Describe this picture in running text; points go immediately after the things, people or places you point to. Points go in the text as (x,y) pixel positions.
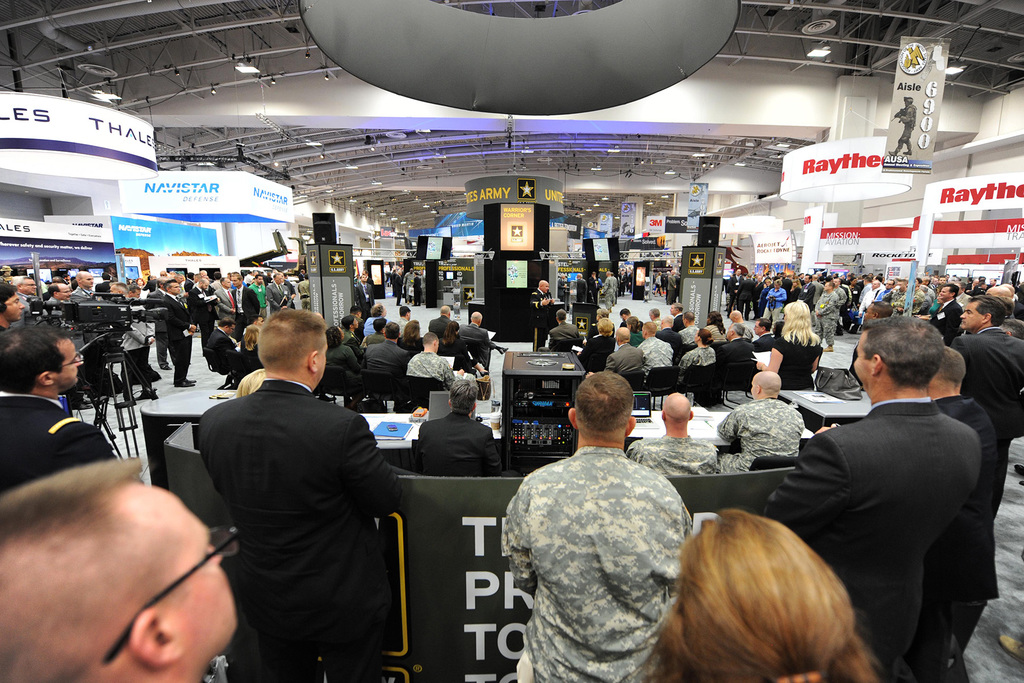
In this image we can see a few people (316,519), among them some are standing and some are sitting, there are some tables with some objects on it, at the top of the roof (495,141), we can see some metal rods (309,161) and some boards (19,123) with text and other objects (586,249) on the floor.
